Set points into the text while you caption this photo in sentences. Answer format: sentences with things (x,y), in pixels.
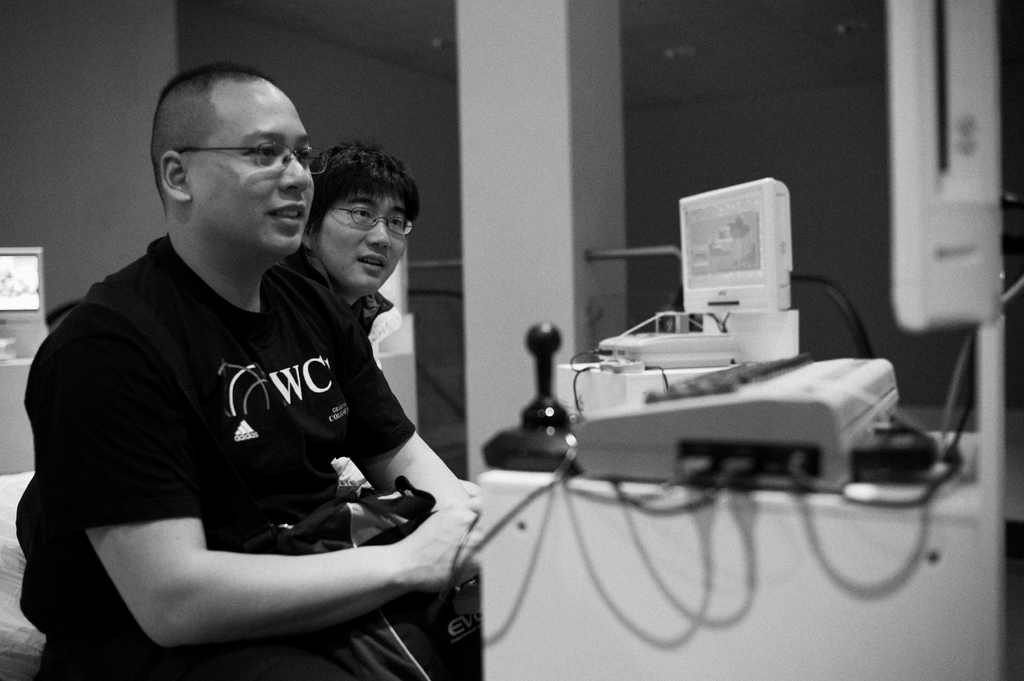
This is black and white image where we can see two persons (337,438) are sitting. They both are wearing specs (261,156). In front of them one table (834,599) is there. On the table (863,610) some machines (744,433) are there. Behind one pillars (591,179) is there.
